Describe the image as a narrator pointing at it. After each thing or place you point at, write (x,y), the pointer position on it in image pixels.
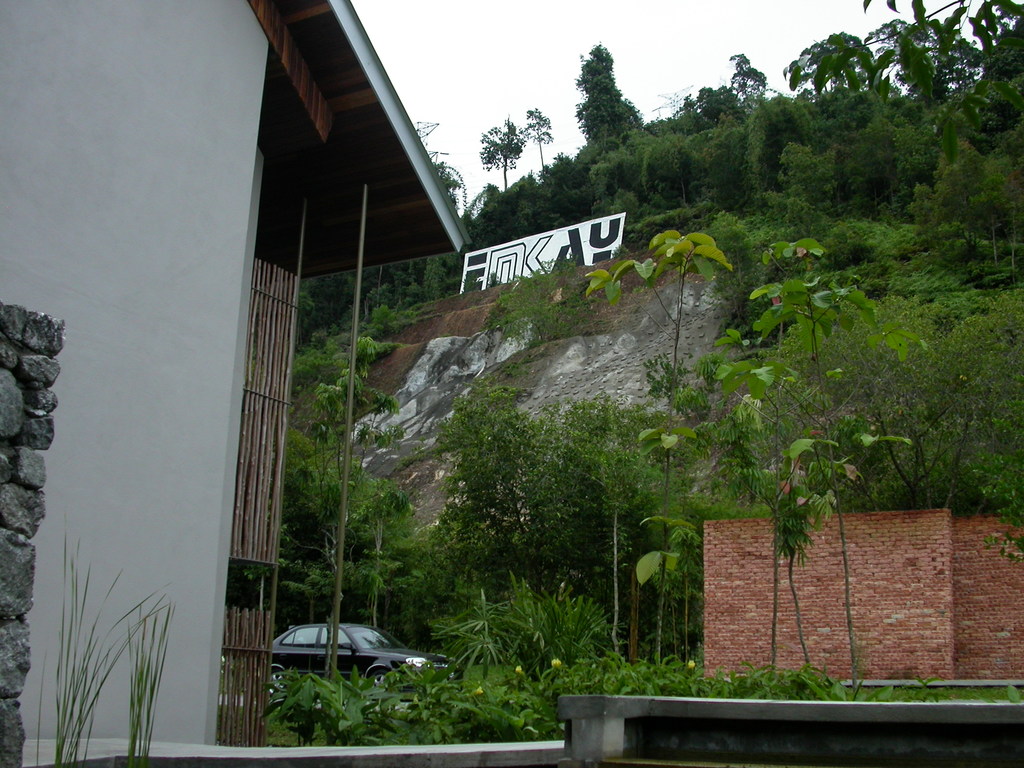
In this image we can see a house (170,565) and a car (322,656) in front of the house (186,561). There some trees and a board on the mountain (662,170) and there is a brick wall (750,599) and some plants (805,674).
